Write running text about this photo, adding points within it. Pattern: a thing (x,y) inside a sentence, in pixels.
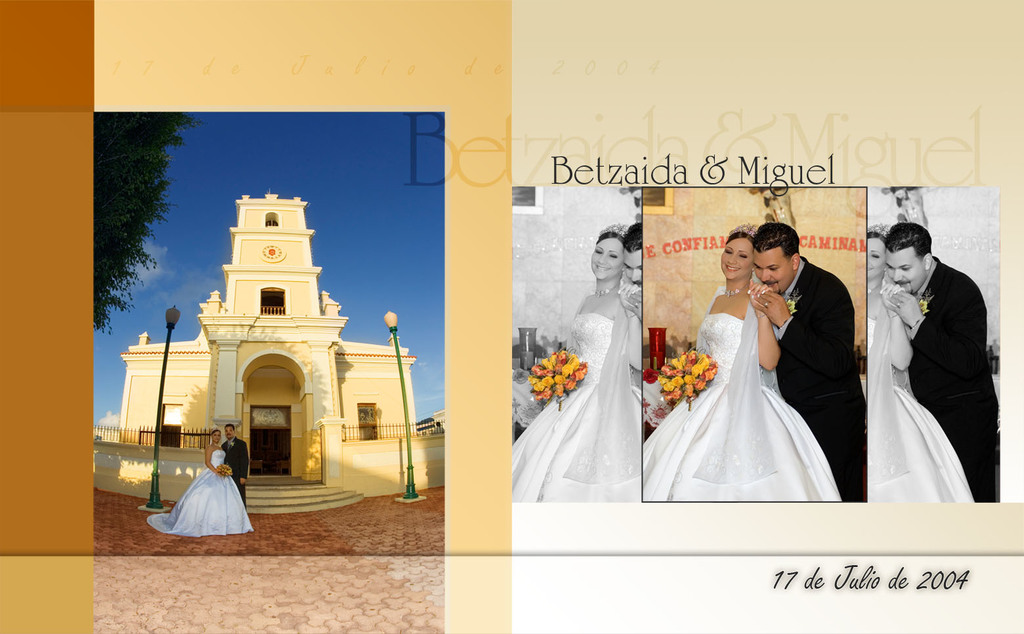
This is an edited image. I can see the woman (220,450) and the man (235,456) standing in front of the building (258,376). These are the streetlights (396,342). This is the door (276,443). This looks like a tree (131,240). I can see the woman (217,480) holding a flower bouquet (231,470) in her hand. Here I can see the man (804,335) holding the woman's hand (760,296) and kissing. These are the watermarks (720,177) on the image.
